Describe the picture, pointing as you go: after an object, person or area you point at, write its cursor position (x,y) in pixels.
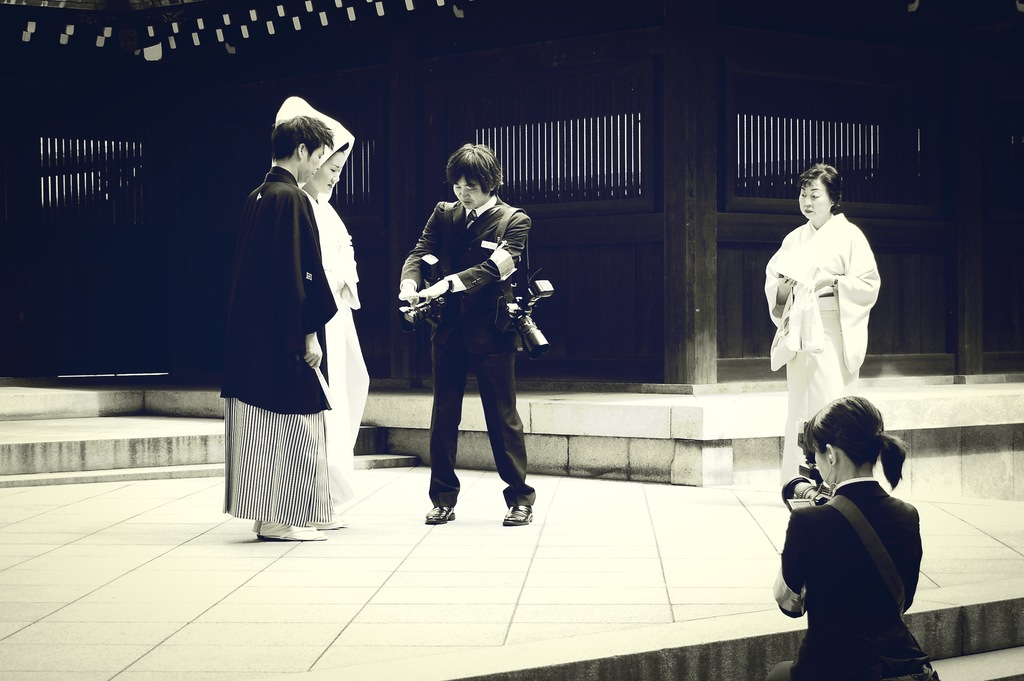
In the background (981,62) we can see the wall (981,62) and it is completely dark. In this picture we can see people (301,126) standing on the floor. We can see a man (412,267) holding an object (424,317) in his hand (429,287) and we can see a camera (528,303). In the bottom right corner of the picture (805,560) we can see a woman (840,518) holding a camera (812,478) and recording.
